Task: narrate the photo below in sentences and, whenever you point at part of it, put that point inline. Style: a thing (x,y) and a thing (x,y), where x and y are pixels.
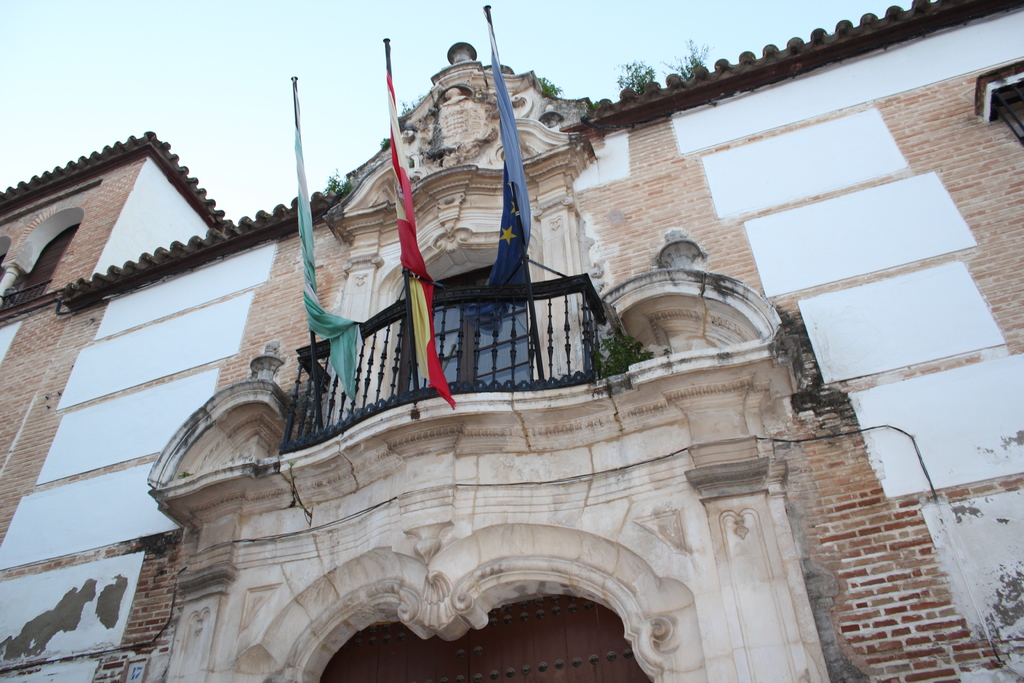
This picture is taken from the outside of the building (674,155). In this image, in the middle (470,321), we can see a balcony (463,303), on the balcony (363,335), we can see three flags (427,358). On the right side (1006,161), we can see a brick wall (1012,147). On the left side (31,431), we can also see a wall (37,344), pillars (12,273). At the top (640,56), we can see some plants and a sky (673,48), at the bottom (393,638), we can see a door (573,661) which is closed.
